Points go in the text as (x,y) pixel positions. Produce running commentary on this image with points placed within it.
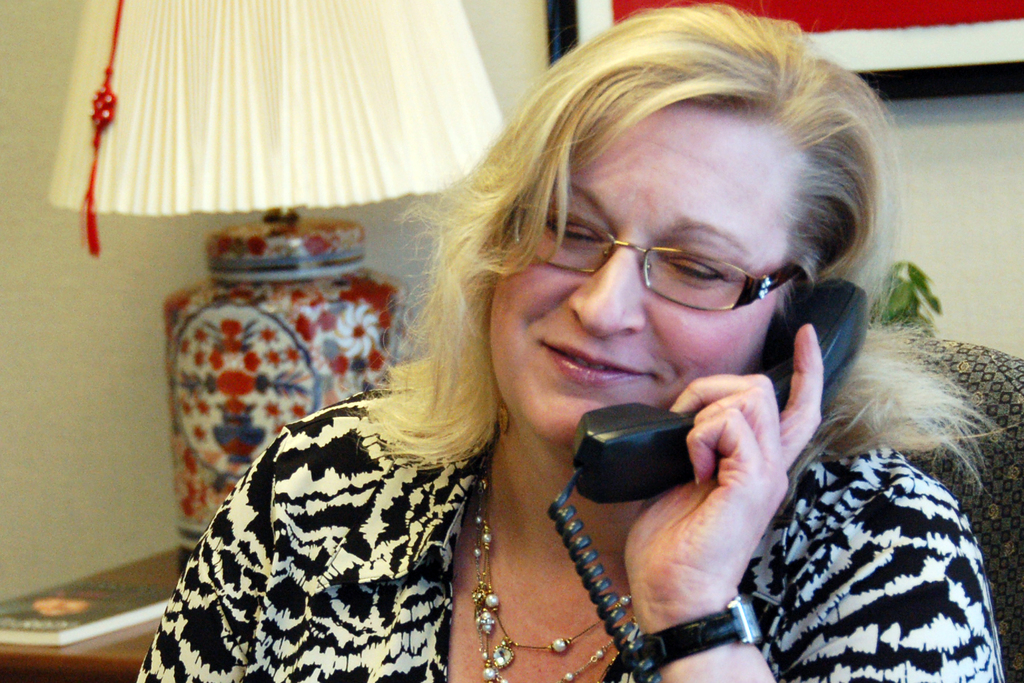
In this picture, we see a woman (694,184) is wearing the spectacles (675,285) and she is smiling. She is holding a telephone (688,432) in her hands (767,390). She might be sitting on the chair (929,460). On the left side (71,617), we see a table (83,646) on which a book (146,591) and a lamp (174,388) are placed. In the background (916,245), we see a plant pot (920,276) and a white wall (941,227) on which a photo frame (911,73) is placed.
